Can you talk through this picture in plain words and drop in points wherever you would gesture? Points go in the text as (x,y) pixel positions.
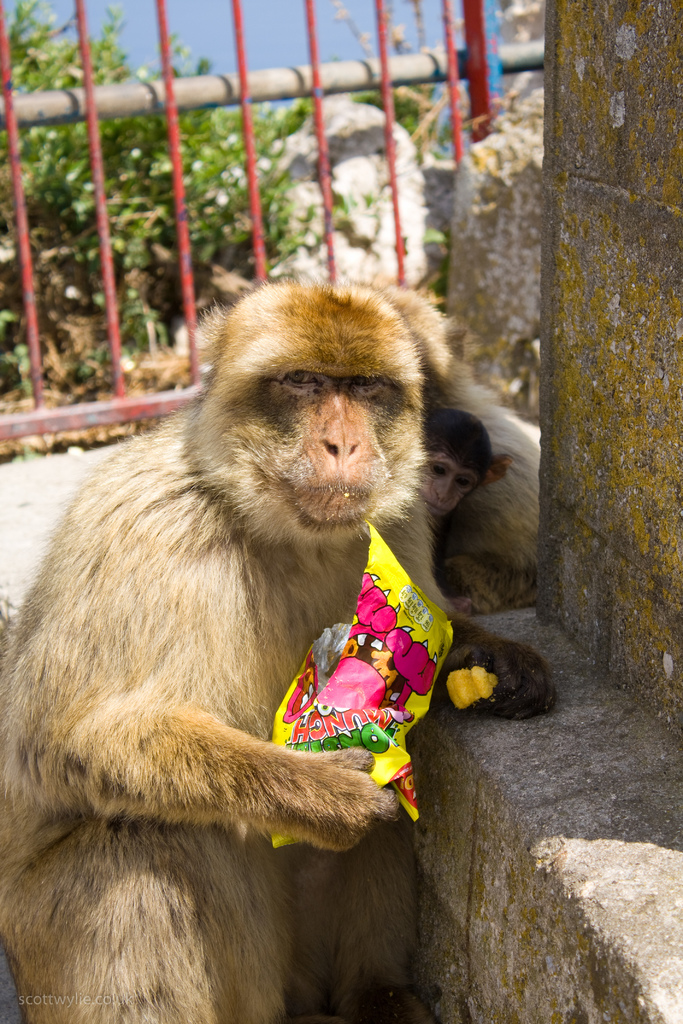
In the image I can see a monkey (294,906) which is holding some packet (306,704) and behind there is a fencing (181,78) and also I can see some plants (112,197) to the other side of the fencing (32,413).
